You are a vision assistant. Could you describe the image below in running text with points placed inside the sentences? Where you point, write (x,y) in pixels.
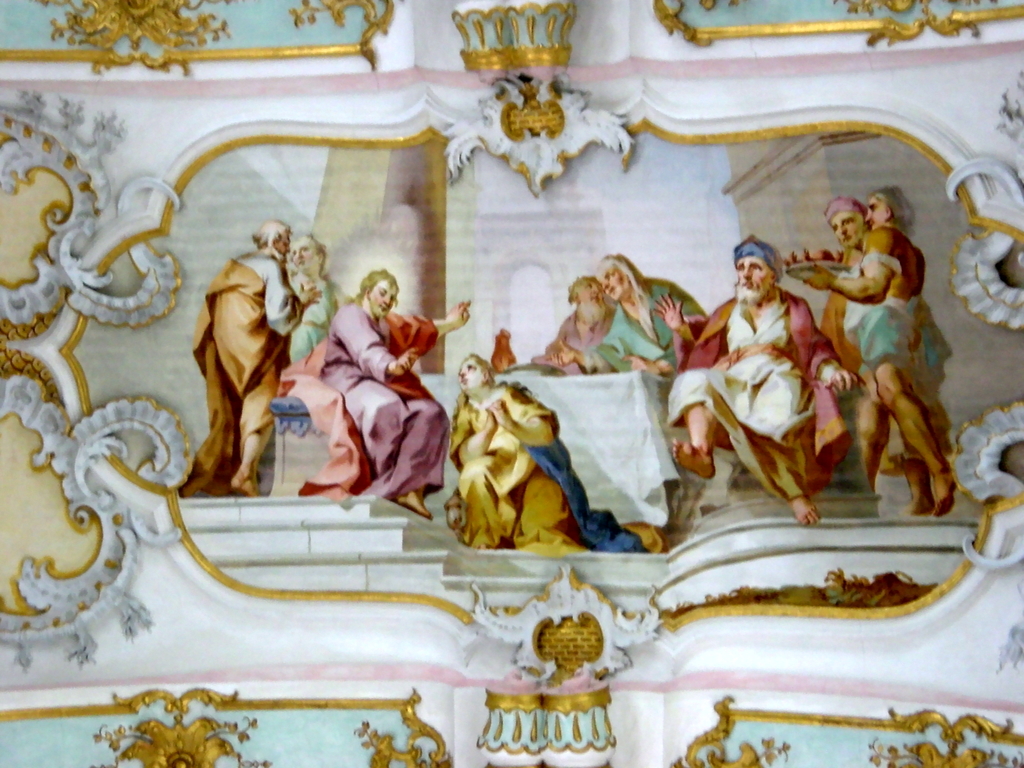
In this image I can see few people (476,513) with different color dresses (527,521). And I can see one person (828,309) is holding the plate (795,271). These people (398,464) are in the wall (191,443). The wall (162,185) is also colorful.
